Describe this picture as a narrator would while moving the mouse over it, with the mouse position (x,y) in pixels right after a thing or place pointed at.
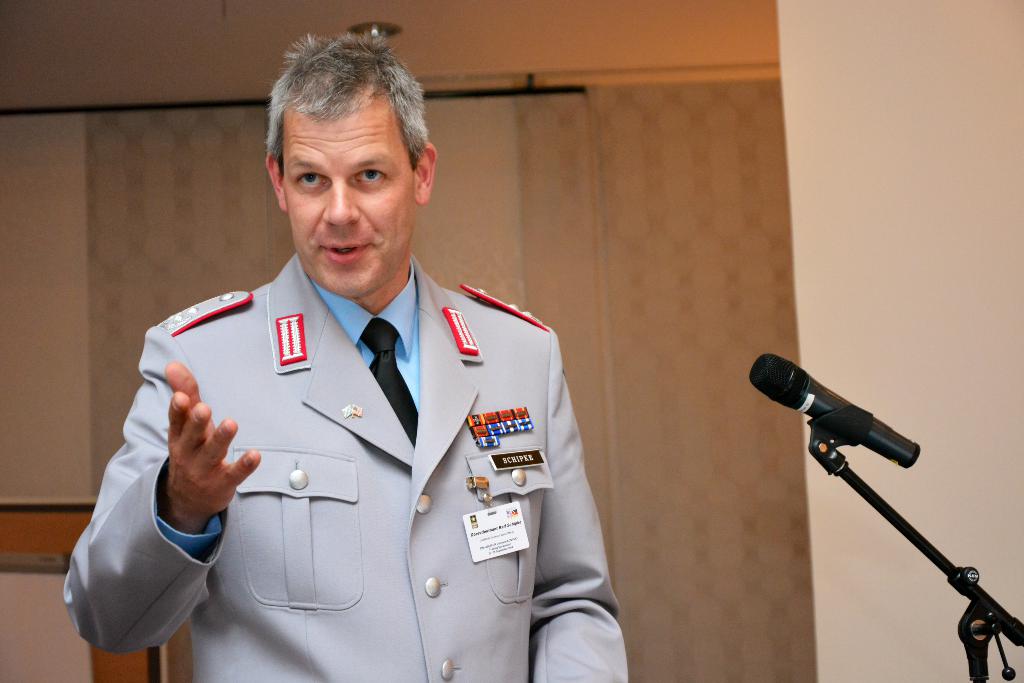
In this picture we can see a man (503,466) is speaking something, on the right side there is a microphone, we can see curtains (604,194) in the background (639,178), we can also see a wall (938,242) on the right side (918,245).
